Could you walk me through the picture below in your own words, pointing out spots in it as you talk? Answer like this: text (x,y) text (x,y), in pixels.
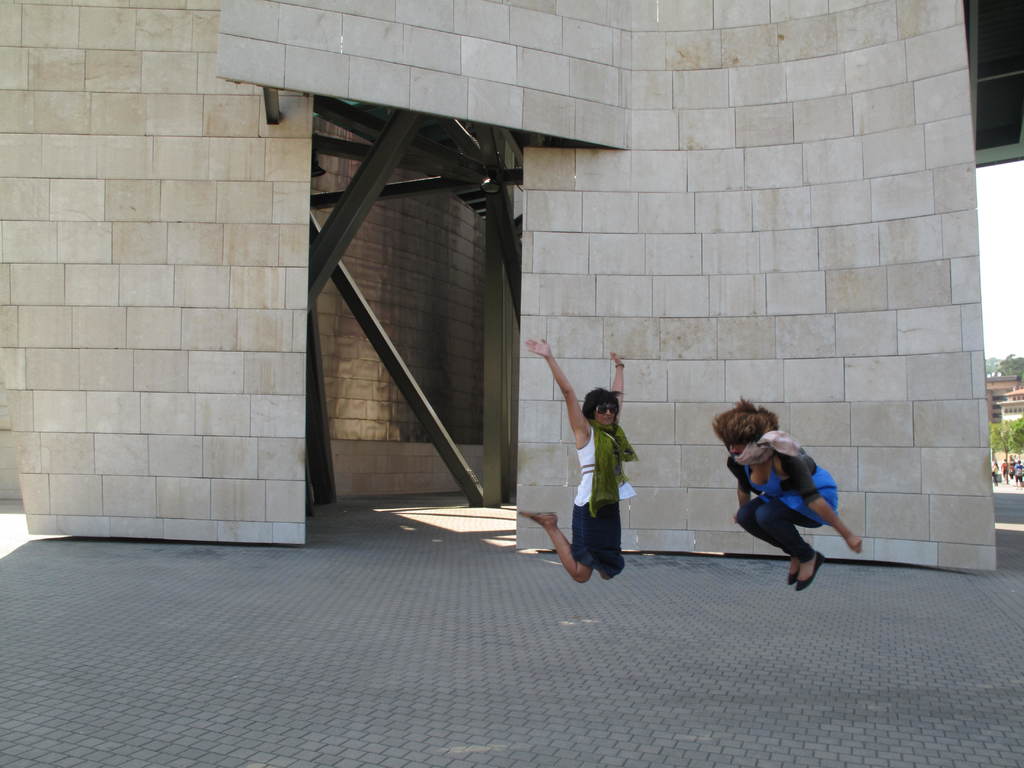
In the middle of the image (536,345) two persons (795,553) are jumping. Behind them we can see a wall (24,102). On the right side of the image (1009,336) few people (1023,478) are walking and we can see some trees (1011,432), buildings (1004,412) and sky (1015,169).
